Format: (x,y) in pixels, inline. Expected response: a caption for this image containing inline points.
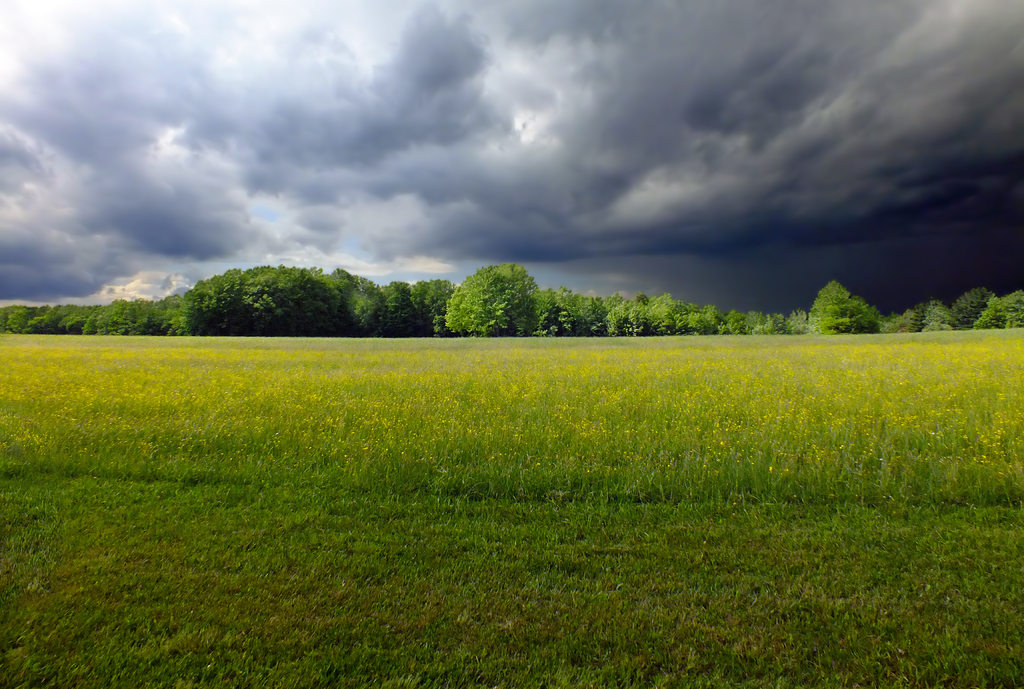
As we can see in the image there are plants (466,445), grass (423,445) and trees (258,292). At the top (346,123) there is sky (346,123) and clouds (362,126).
